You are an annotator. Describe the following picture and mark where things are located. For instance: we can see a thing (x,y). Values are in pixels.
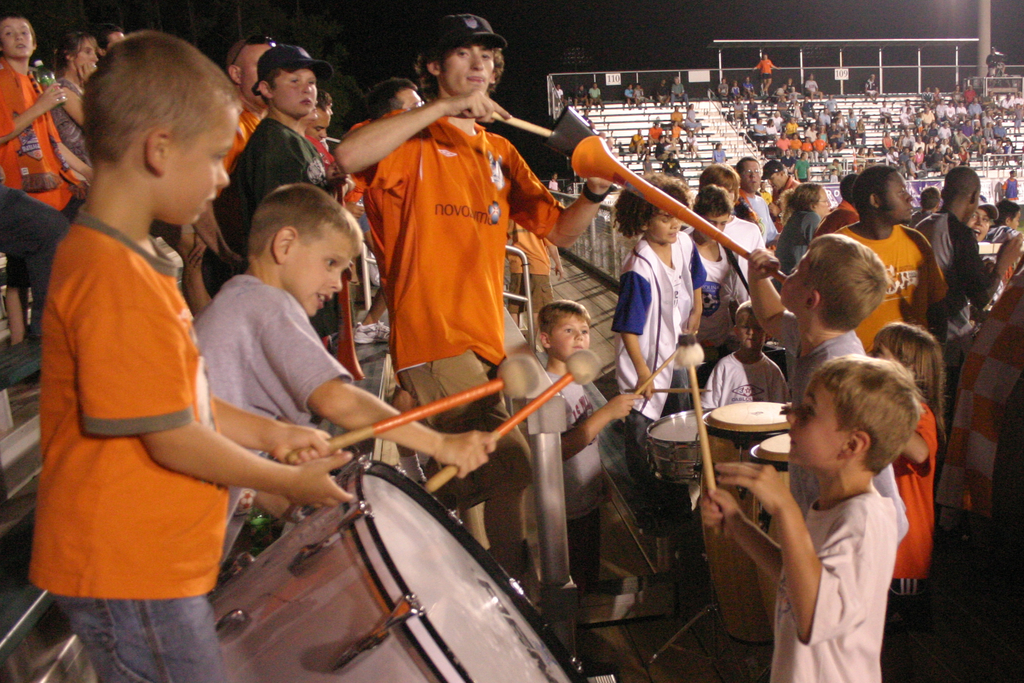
It seems to be the image is inside a stadium (589,258). In the image there are group of people (344,191) standing and few people (277,315) are playing their musical instruments (303,573).
